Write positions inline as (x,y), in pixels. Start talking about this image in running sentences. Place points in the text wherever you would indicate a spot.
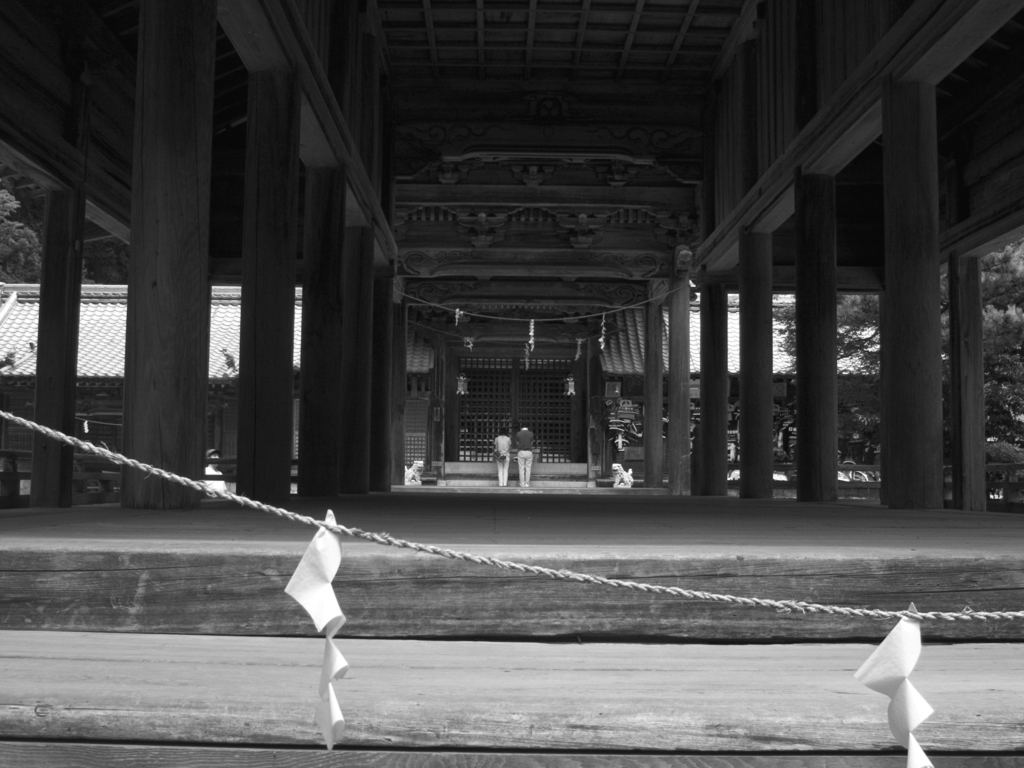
This is a black and white image. In this image there is a rope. On the rope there are some papers (861,682) hanged. There is a building (444,299) with pillars (404,383). On the right side (1008,351) there are trees (995,338).
